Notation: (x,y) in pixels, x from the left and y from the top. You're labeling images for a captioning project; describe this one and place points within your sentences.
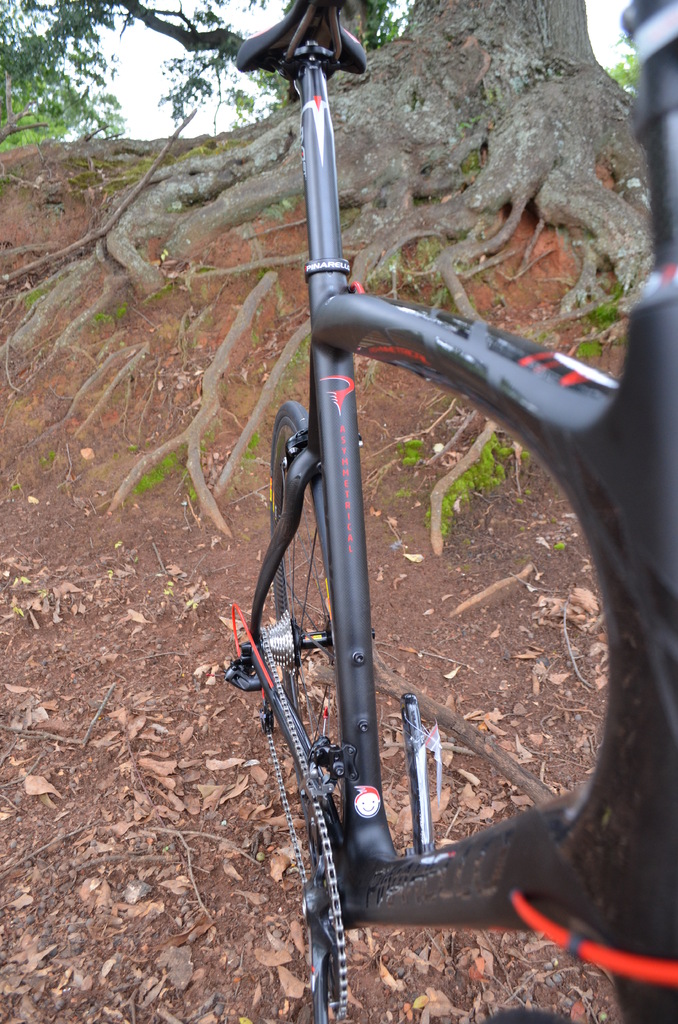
Here we can see a bicycle (647,1006) on the ground (284,239). In the background (93,260) there are trees (2,125), sky (138,79) and roots (245,270) of a tree (165,240).
